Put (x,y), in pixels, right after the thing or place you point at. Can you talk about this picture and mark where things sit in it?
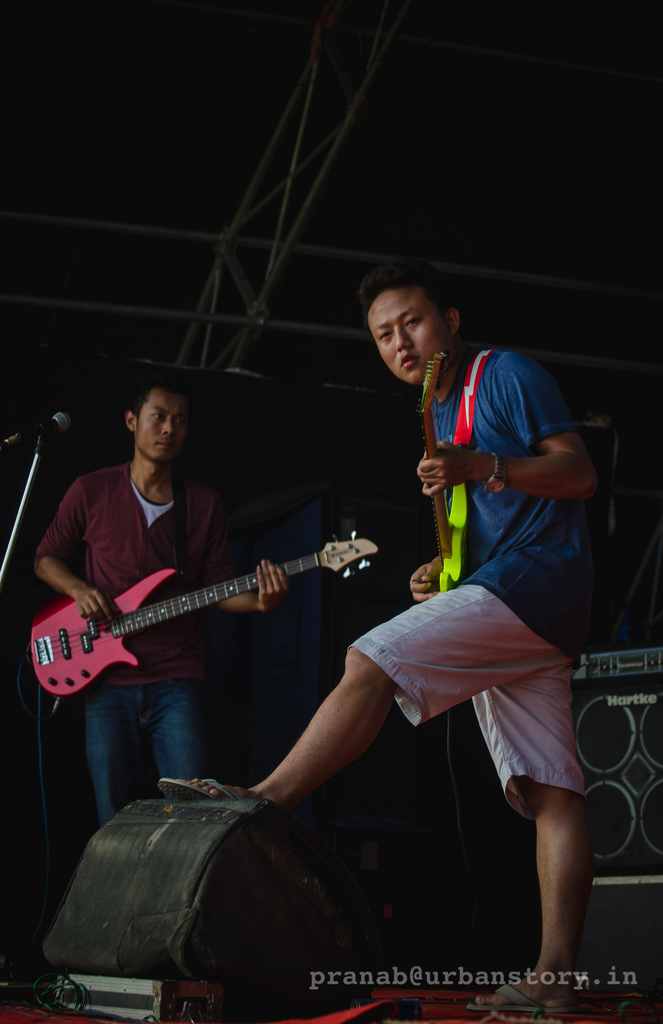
In this image, we can see persons (128,487) wearing clothes (455,399) and playing guitars (83,670). There is a speaker (282,841) at the bottom of the image (260,912). There is a mic (33,433) on the left side of the image (32,436). There is a speaker (647,677) on the right side of the image (650,690). There is a metal frame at the top of the image (347,119).
